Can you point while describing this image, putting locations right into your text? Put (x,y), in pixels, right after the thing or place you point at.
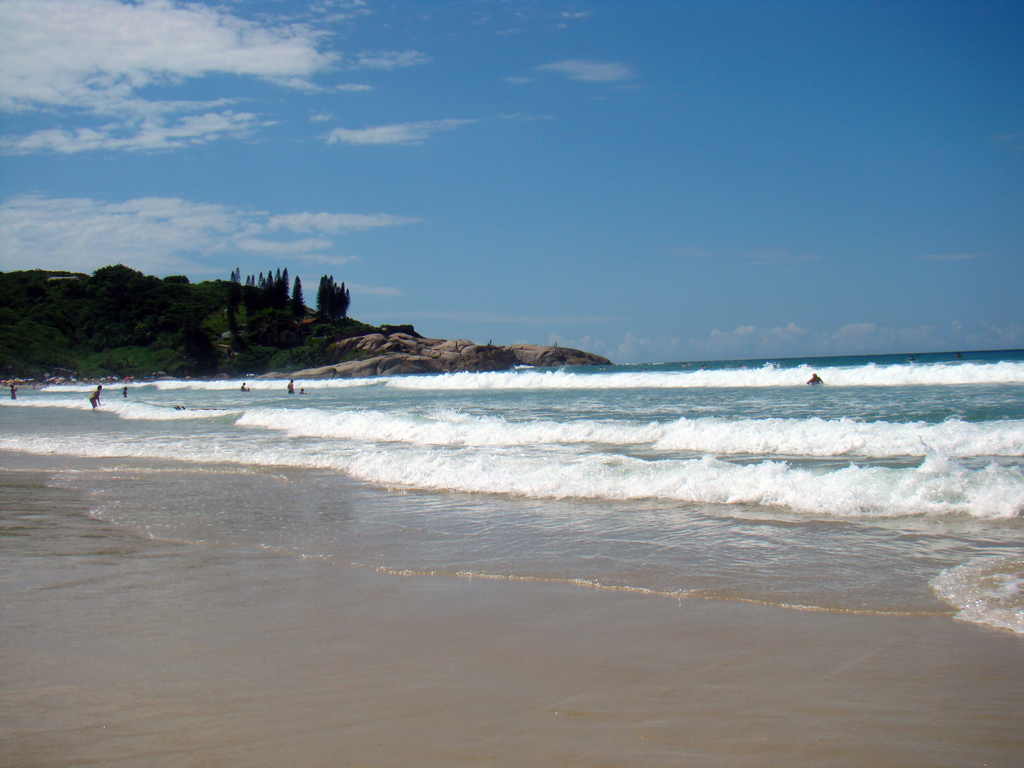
This image is taken outdoors. At the top of the image (174,127) there is a sky (164,111) with clouds (150,62). At the bottom of the image (198,691) there is a ground (563,674). In the middle of the image (457,443) there is a sea (723,434) with waves (710,429) and a few people (97,391) are playing in the sea (206,405). On the left side of the image (231,311) there is a hill (236,349) and there are a few plants (126,291) and trees (233,294) on the hill (439,351).
